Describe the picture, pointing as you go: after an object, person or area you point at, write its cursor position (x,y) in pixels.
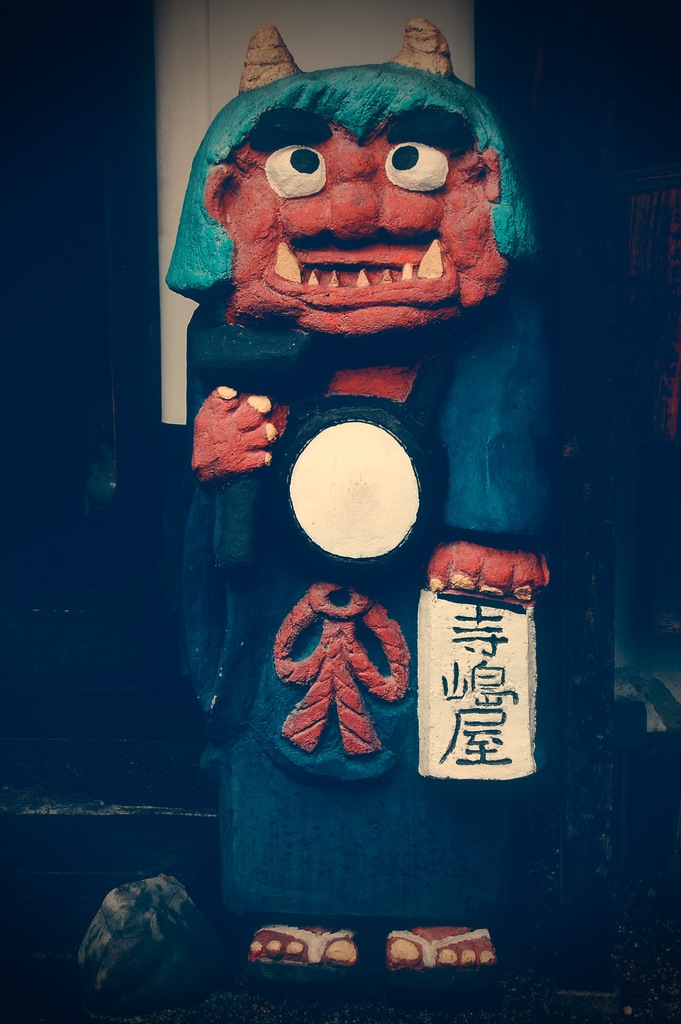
In this image there is a statue (405,295) of a demon (411,285).
